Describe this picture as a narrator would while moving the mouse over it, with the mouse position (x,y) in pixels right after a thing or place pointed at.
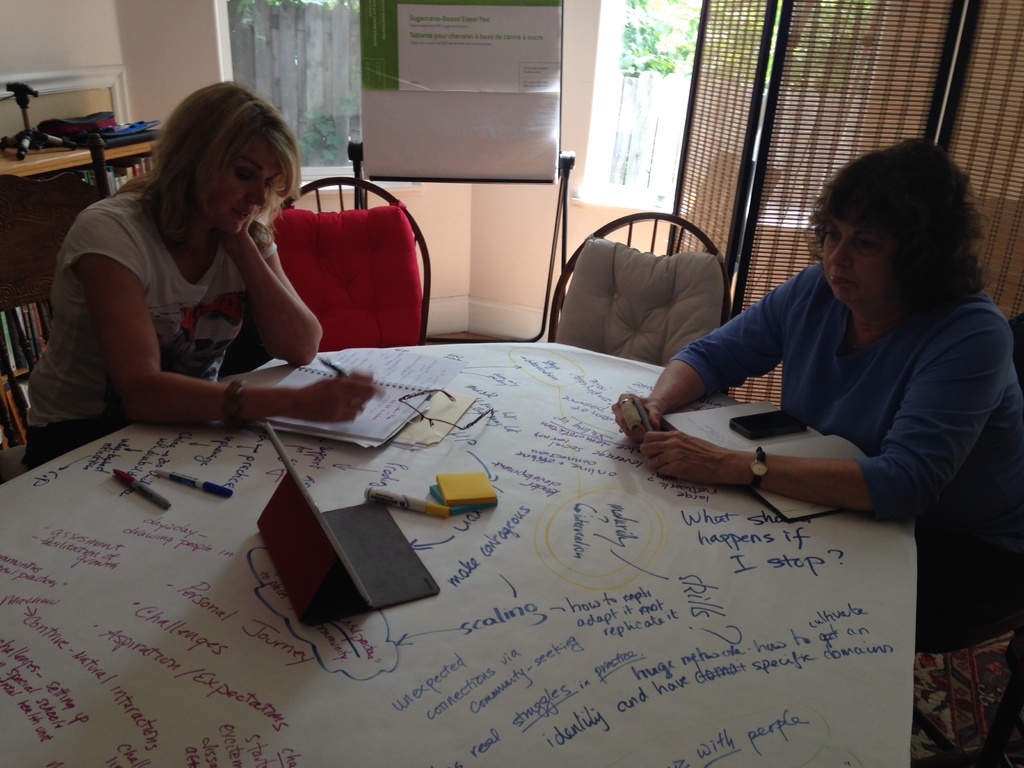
There are two women (229,317) sitting on the chair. This is a table (446,627) with markers (178,478), paper (410,429), spectacles (448,429), book (364,435), and an iPad (391,555) placed on it. These are the two empty chairs (416,284). At background (33,162) I can see a desk (77,158) with some objects (25,138) placed on it. And this looks like a bookshelf (18,368) with books (33,319) inside it. This looks like a small banner (502,111).
